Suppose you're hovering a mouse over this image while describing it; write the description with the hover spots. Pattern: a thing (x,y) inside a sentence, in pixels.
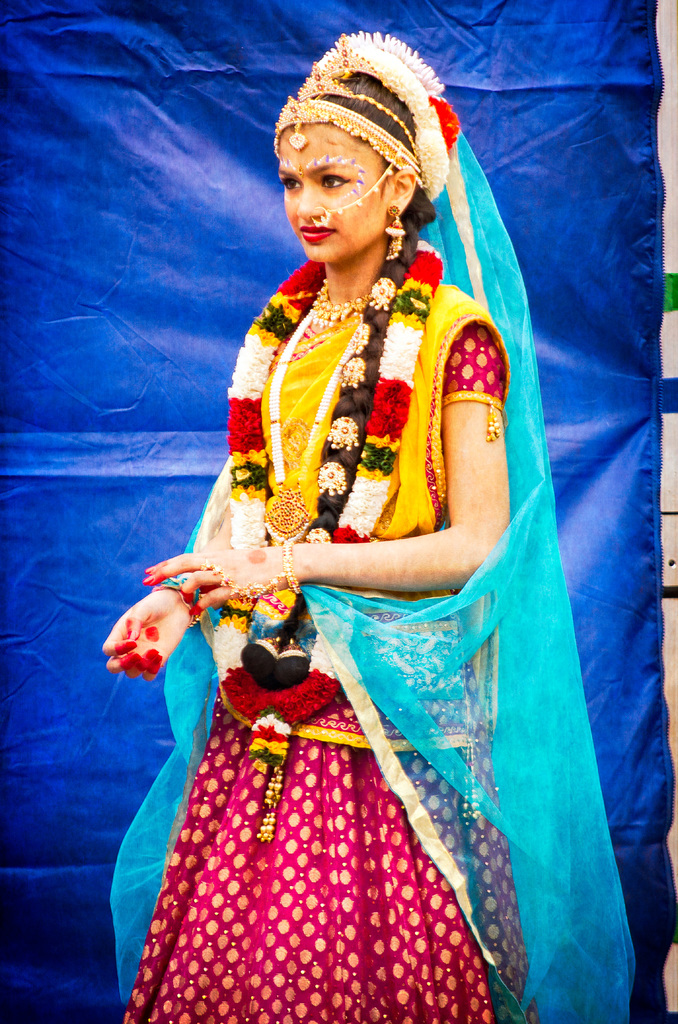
In this image we can see a lady person (308,475) wearing saree (399,465) which is in yellow and red in color, also wearing garland (242,399) of flowers (253,322), ornaments (258,641) and in the background of the image (231,225) there is blue color sheet (632,205).
